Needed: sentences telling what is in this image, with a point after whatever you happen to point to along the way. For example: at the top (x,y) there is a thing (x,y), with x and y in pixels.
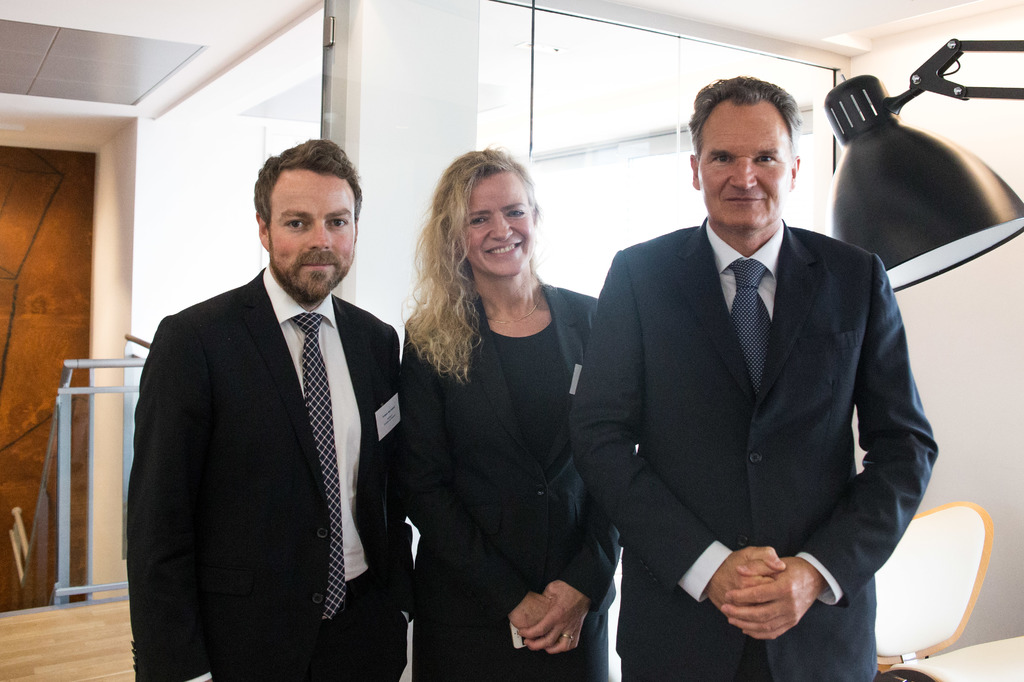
In front of the image there are two men (637,415) and one lady (484,447). They are standing. Beside them on the right side (942,579) there is a chair (942,579). And also there is a lamp (969,232). In the background (391,155) there are glass walls (804,170) and also there is a pillar (399,270). On the left side of the image (121,441) there is a glass railing (52,468).
